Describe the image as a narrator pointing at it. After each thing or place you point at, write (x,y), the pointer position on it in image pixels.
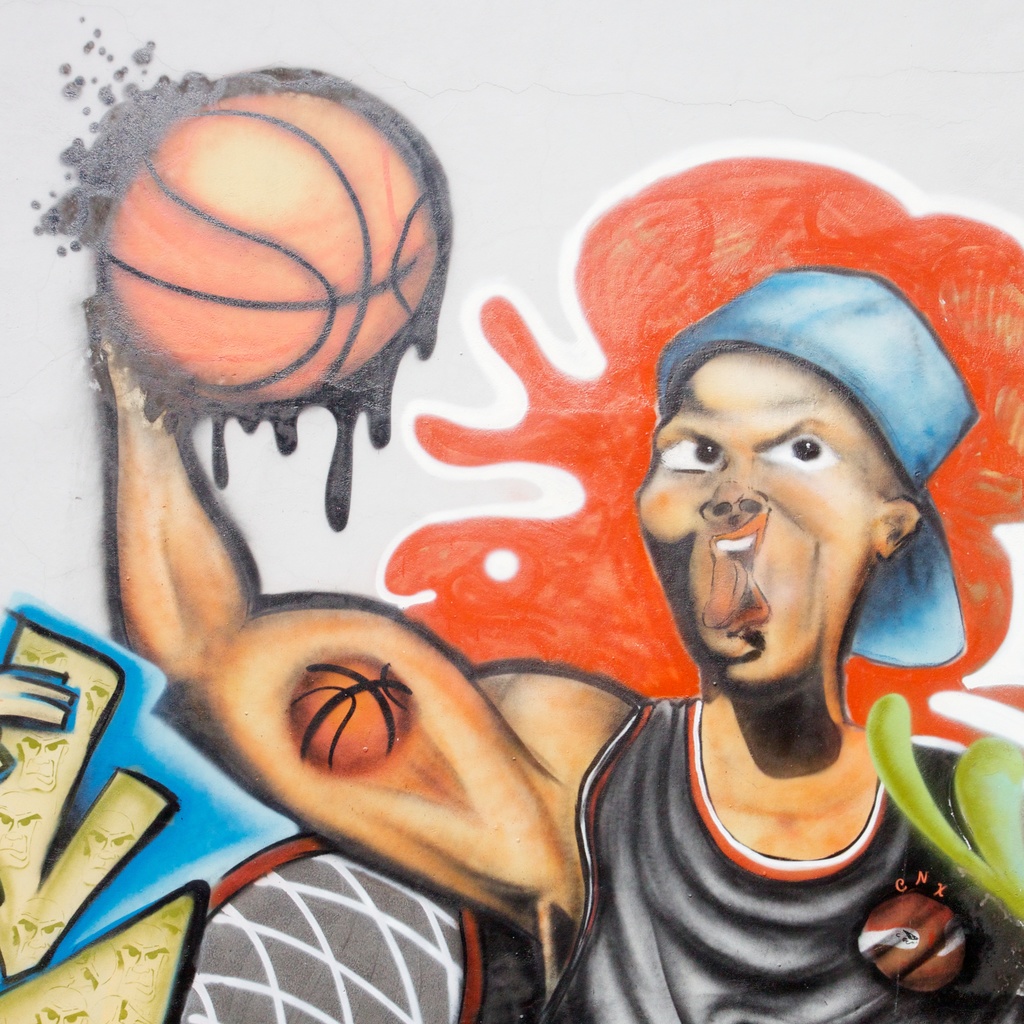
In this image there is a painting (650,379) on a wall (804,12).
